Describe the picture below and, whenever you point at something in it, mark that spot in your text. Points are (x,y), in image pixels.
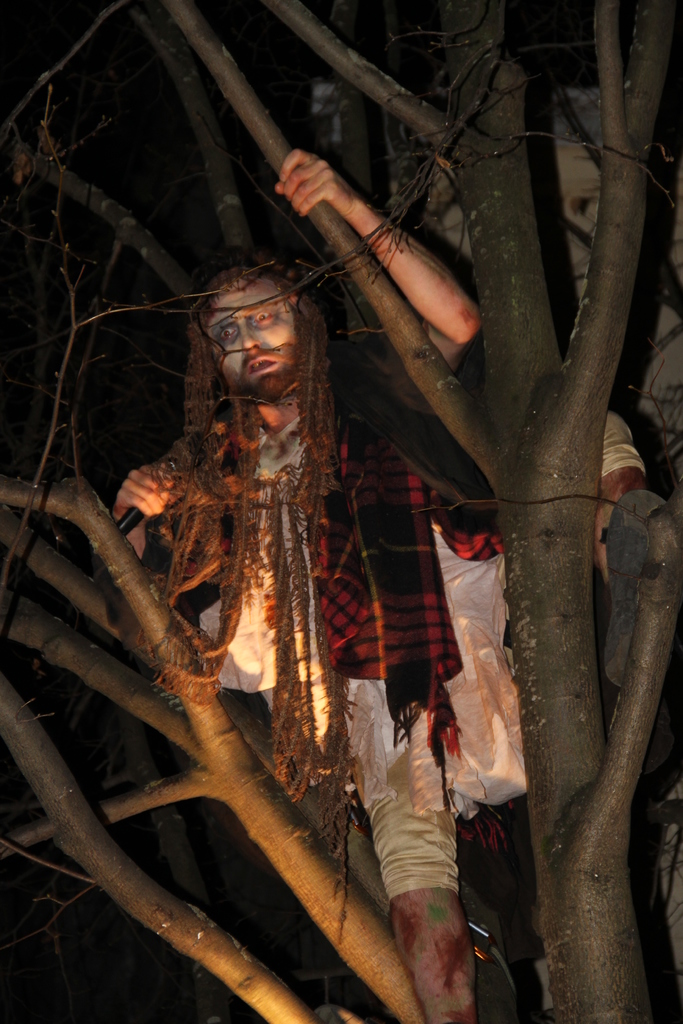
In this image I can see a person (360,510) wearing different color costume (306,457) and standing on the tree (498,413). Background (76,121) is black in color.
